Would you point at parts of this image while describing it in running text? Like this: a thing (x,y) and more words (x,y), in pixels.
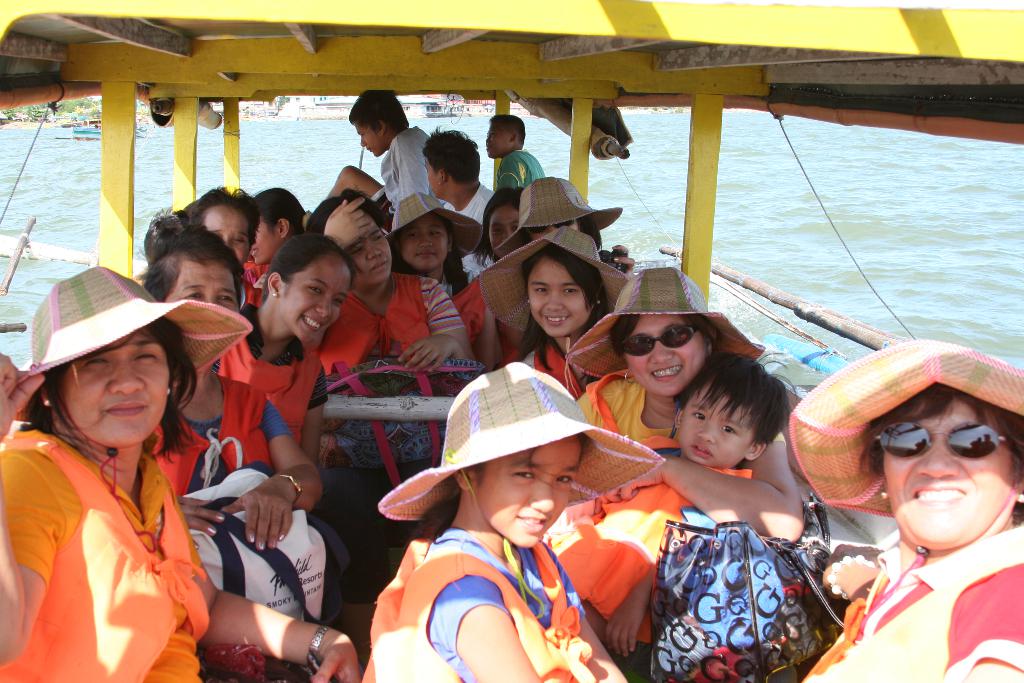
In this picture we can see a group of people (418,627) in a boat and in the background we can see water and boats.
